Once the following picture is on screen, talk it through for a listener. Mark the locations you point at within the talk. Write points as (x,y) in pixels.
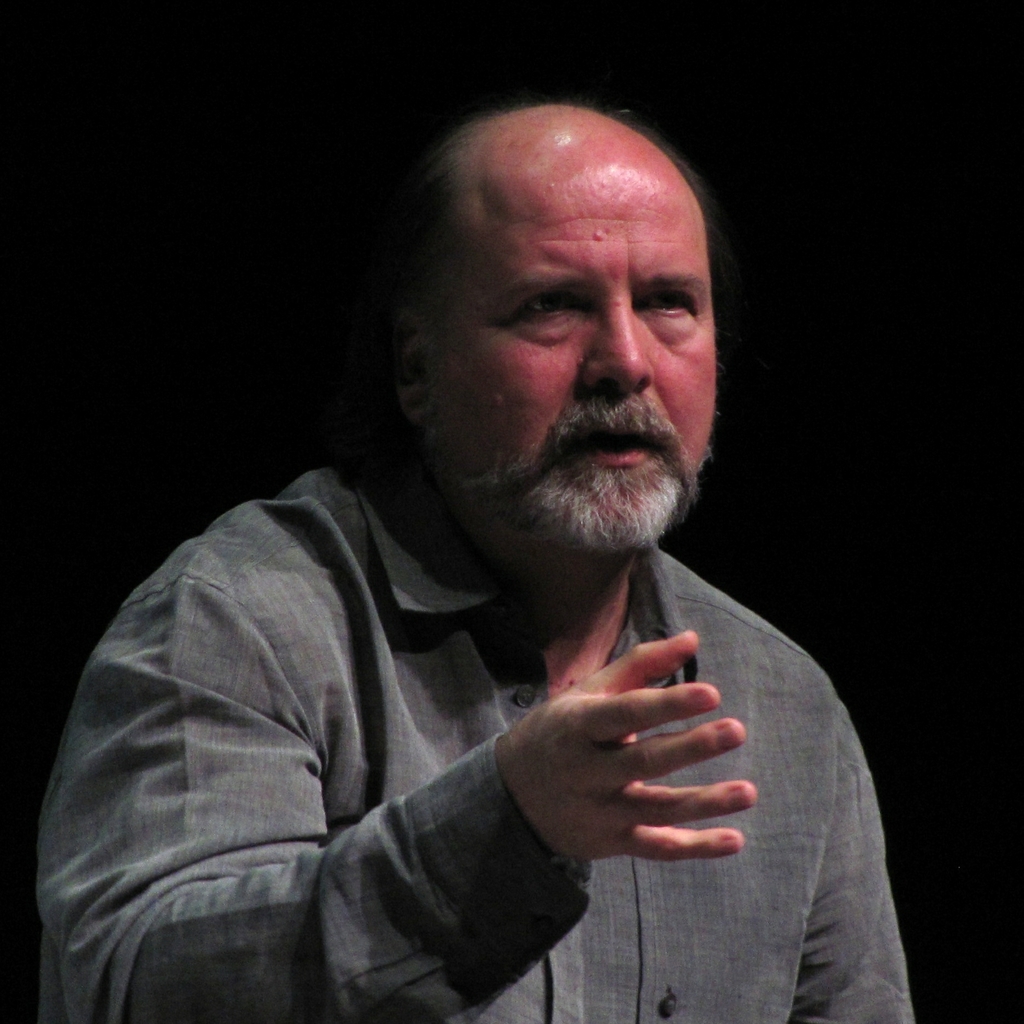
In the center of the image (666,447) there is a man (476,944).
